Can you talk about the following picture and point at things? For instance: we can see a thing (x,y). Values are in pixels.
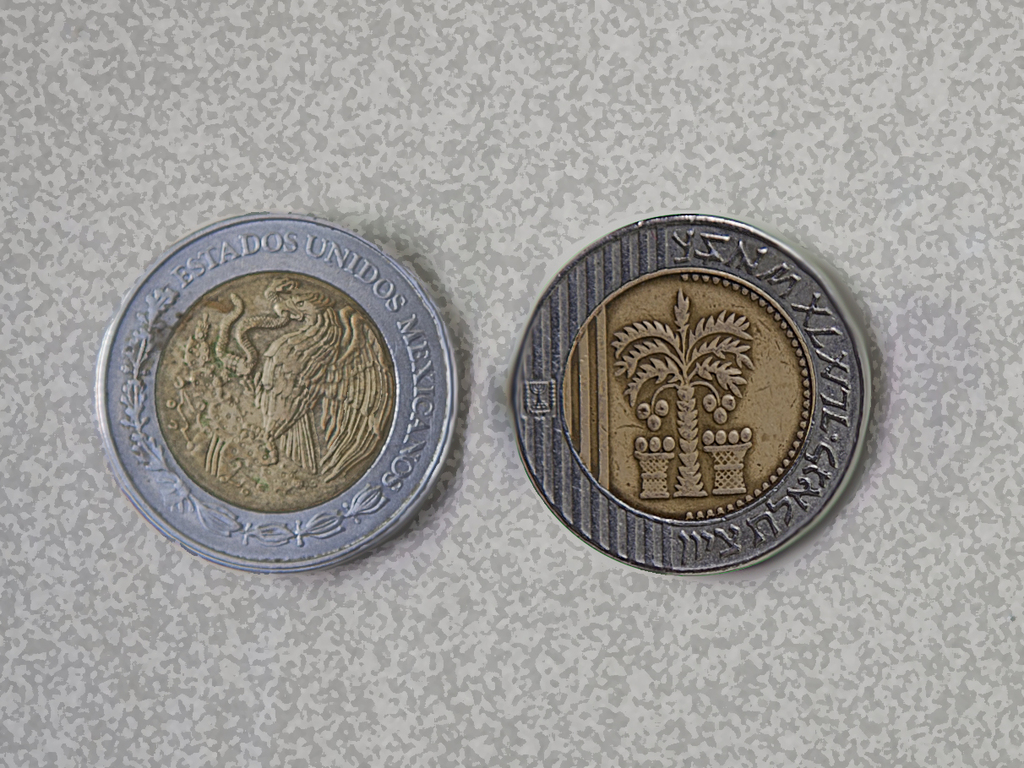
In this image there are two coins (413,378) placed on the table (386,547).
